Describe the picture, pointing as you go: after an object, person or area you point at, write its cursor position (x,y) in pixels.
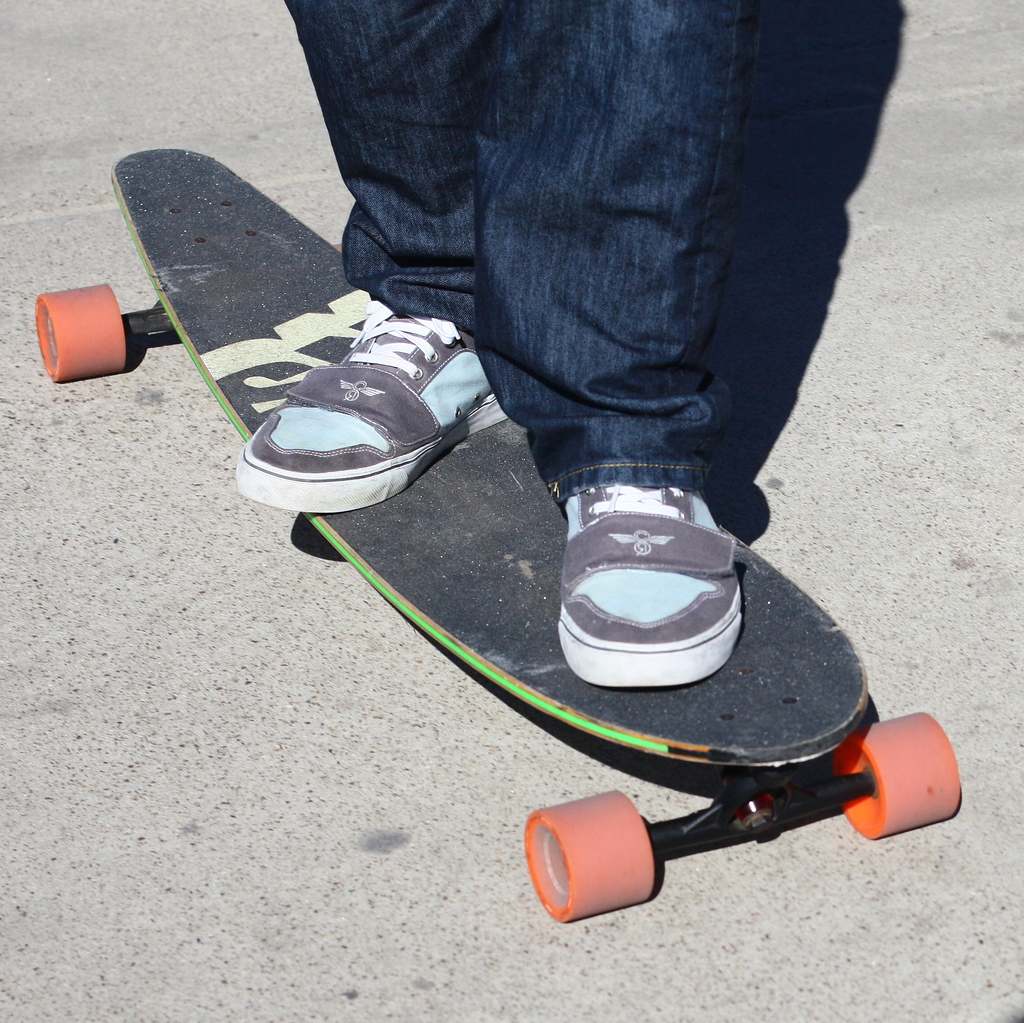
Here we can see a person (682,248) standing on the skateboard (287,303) on the road (314,209) and we can see only legs (513,264) of the person (513,264).
